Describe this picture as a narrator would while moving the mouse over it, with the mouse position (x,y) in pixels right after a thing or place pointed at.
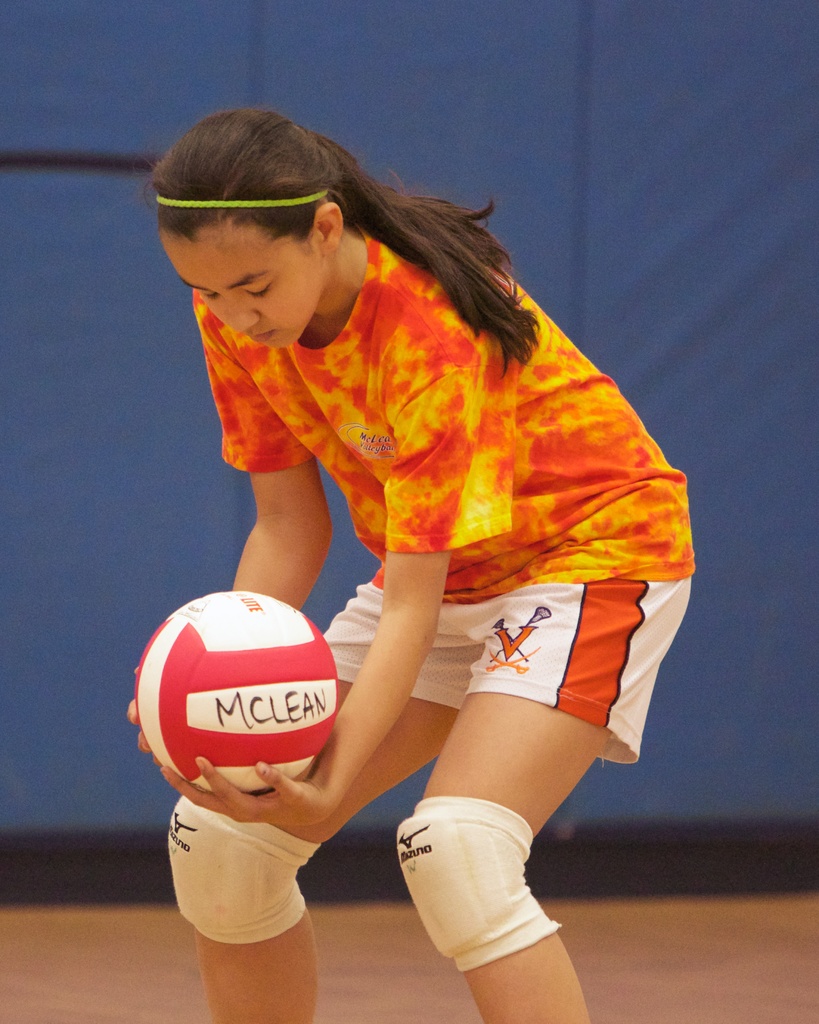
This picture describes about a standing woman (413,515) and she is holding a ball (250,675) in her hands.
